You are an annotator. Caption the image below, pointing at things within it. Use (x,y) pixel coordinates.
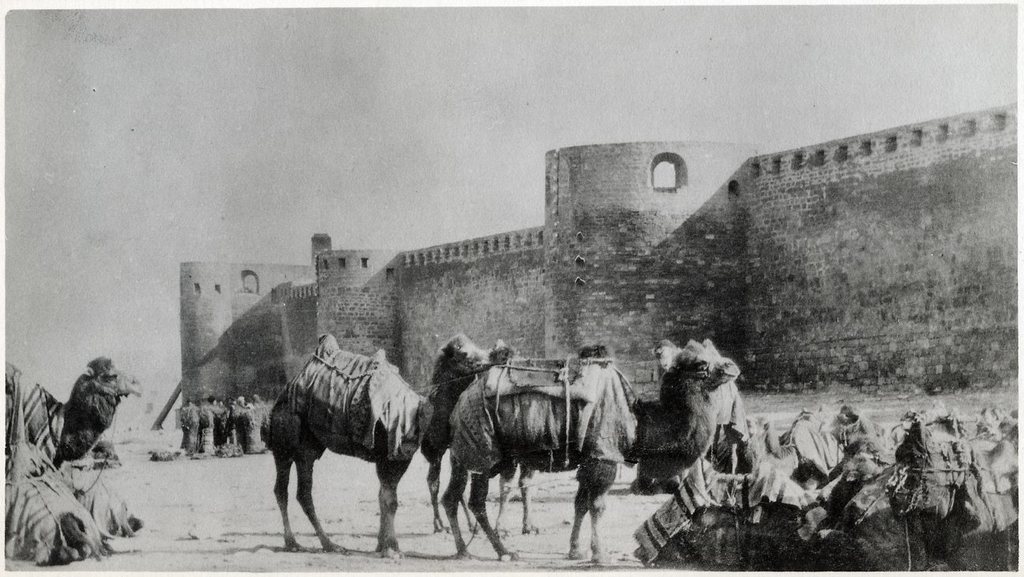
This is a black and white image. In this picture we can see a fort (625,281) and a group of people (252,415) are standing and also we can see the camels (290,435). At the bottom of the image (339,516) we can see the ground (185,489). At the top of the image (454,92) we can see the sky (382,66).
